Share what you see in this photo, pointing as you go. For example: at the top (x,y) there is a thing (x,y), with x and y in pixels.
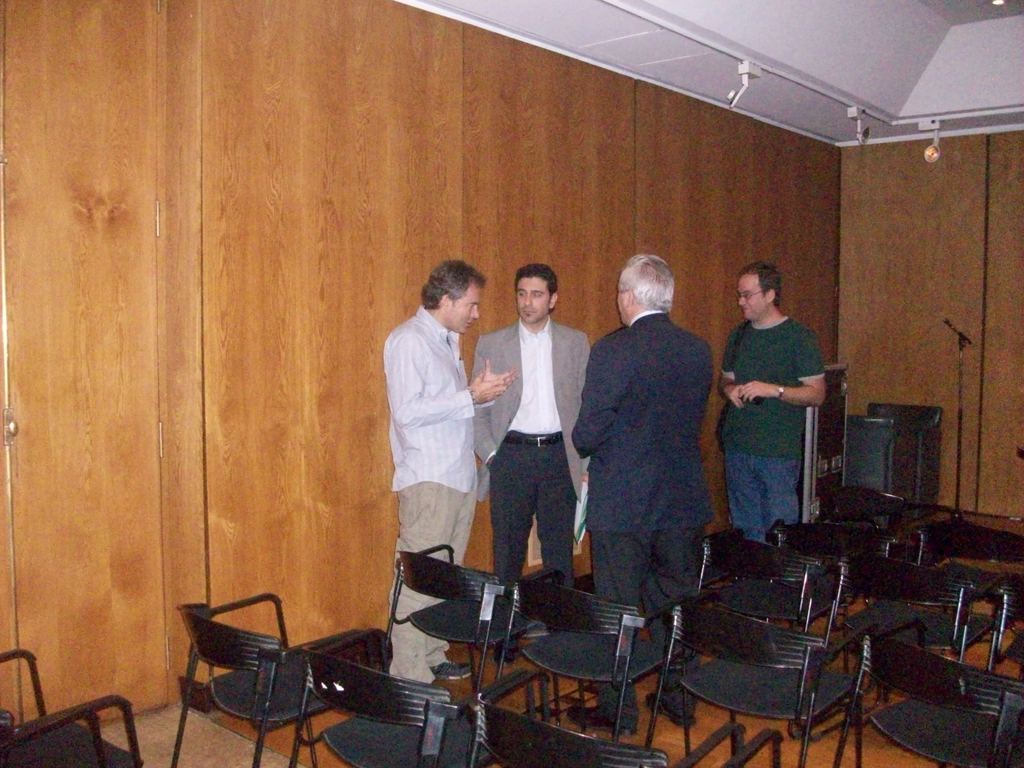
In the center of the image (502,391) we can see persons (579,387) standing on the floor (877,759). At the bottom of the image (459,621) we can see chairs (997,703). In the background (810,197) we can see wall (884,190) and mic (959,337).
